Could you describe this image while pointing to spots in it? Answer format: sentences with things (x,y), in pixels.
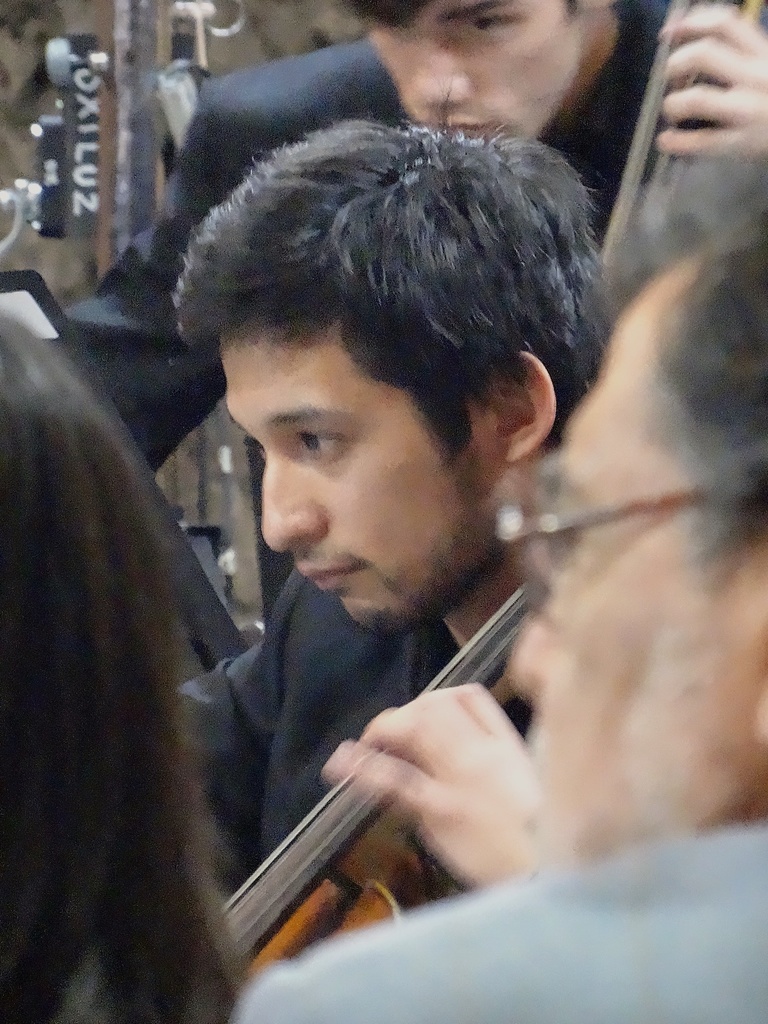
On the left (156,837) and right we can see a person head (72,697) and a man (508,899) respectively. In the background (317,383) there are two men (378,537) performing by playing musical instruments (286,865) and there are some other objects (99,260) also.
